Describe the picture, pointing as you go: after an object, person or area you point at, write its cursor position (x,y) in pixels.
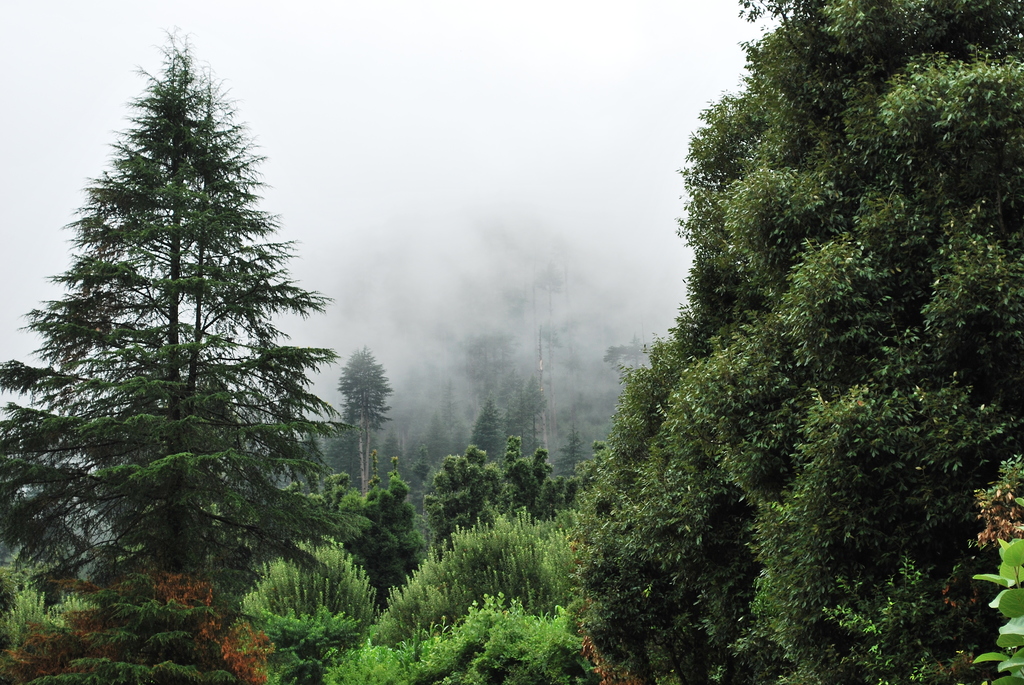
In this picture there are trees (605,486). At the back (505,229) it looks like fog (424,186).
